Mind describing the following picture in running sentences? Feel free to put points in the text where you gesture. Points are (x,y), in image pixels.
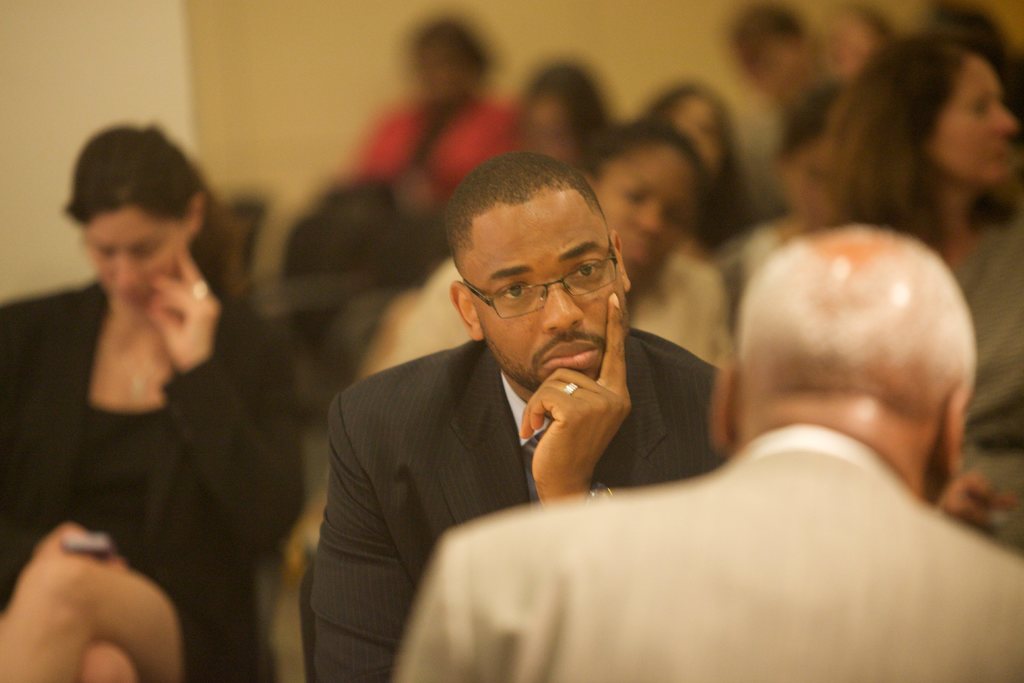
In this image I can see in the middle (525,389) a man (525,389) is there, he wore black color coat (462,449). On the left side (234,249) there is a woman (204,461), she wore black color dress (208,479). On the right side (844,60) there are few people (679,201).
